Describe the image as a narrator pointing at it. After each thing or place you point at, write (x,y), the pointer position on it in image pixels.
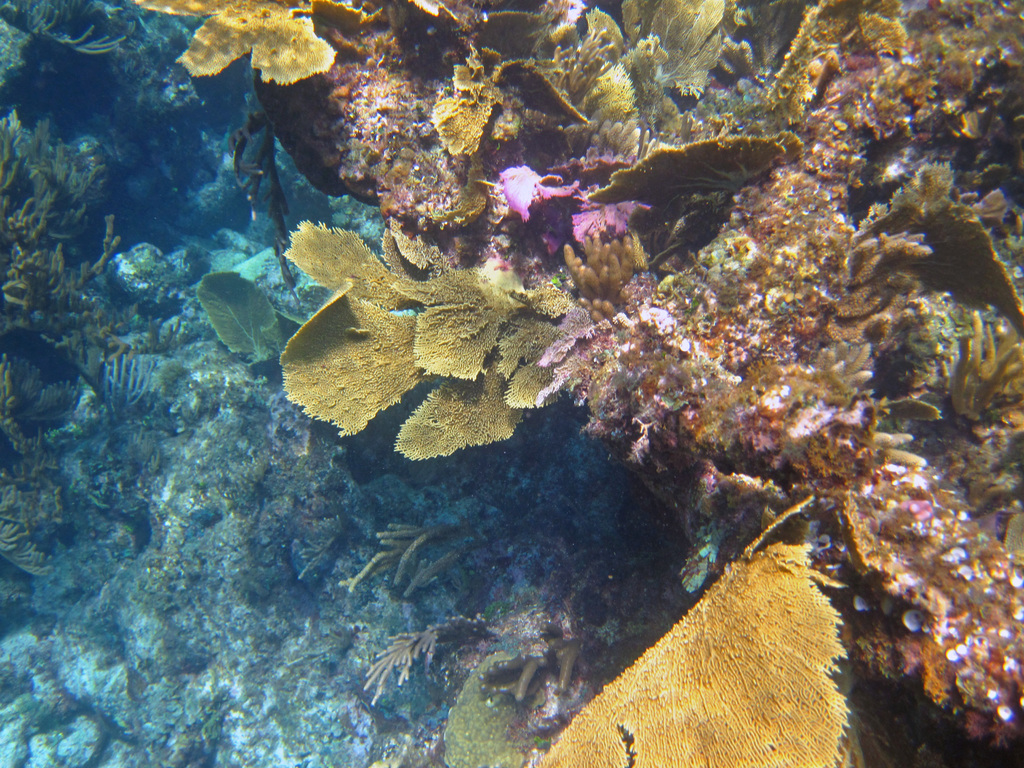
In this image there are plants (690,709) in the water (596,558).
